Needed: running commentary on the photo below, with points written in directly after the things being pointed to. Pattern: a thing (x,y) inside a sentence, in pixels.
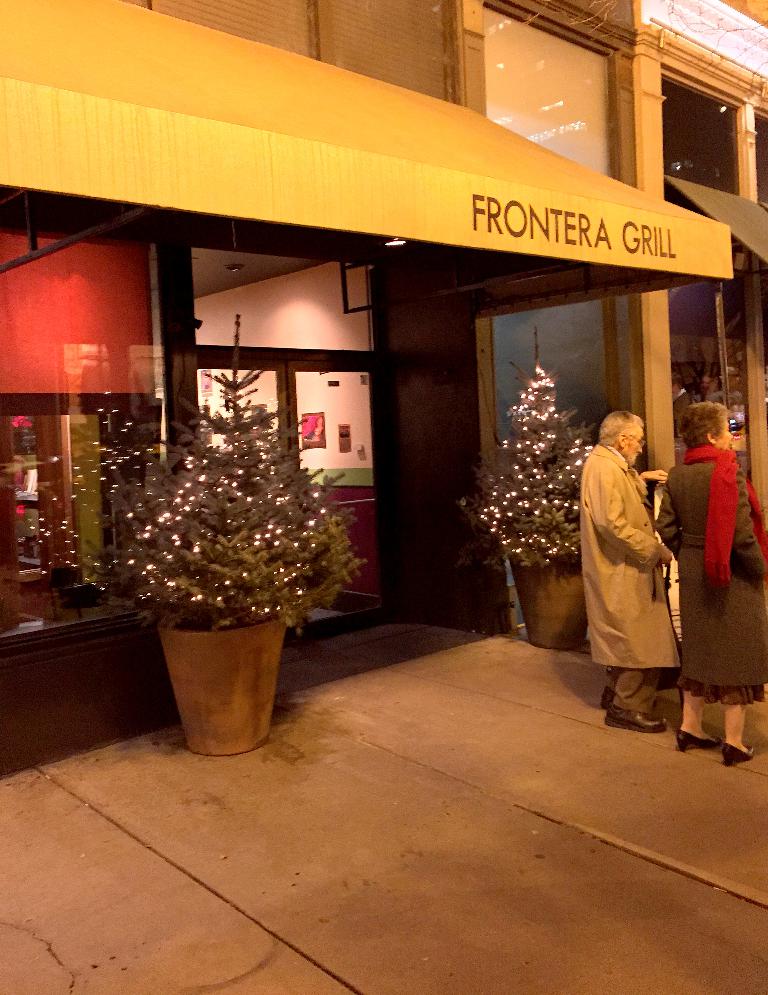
In this image I can see the ground (417,913), two persons (610,641) are standing to the right side of the image (688,482) and two trees (265,557) with lights (578,463) on them. I can see the building (354,147) which is yellow in color and few glass doors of it through which I can see few walls (210,308), few lights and few other objects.
